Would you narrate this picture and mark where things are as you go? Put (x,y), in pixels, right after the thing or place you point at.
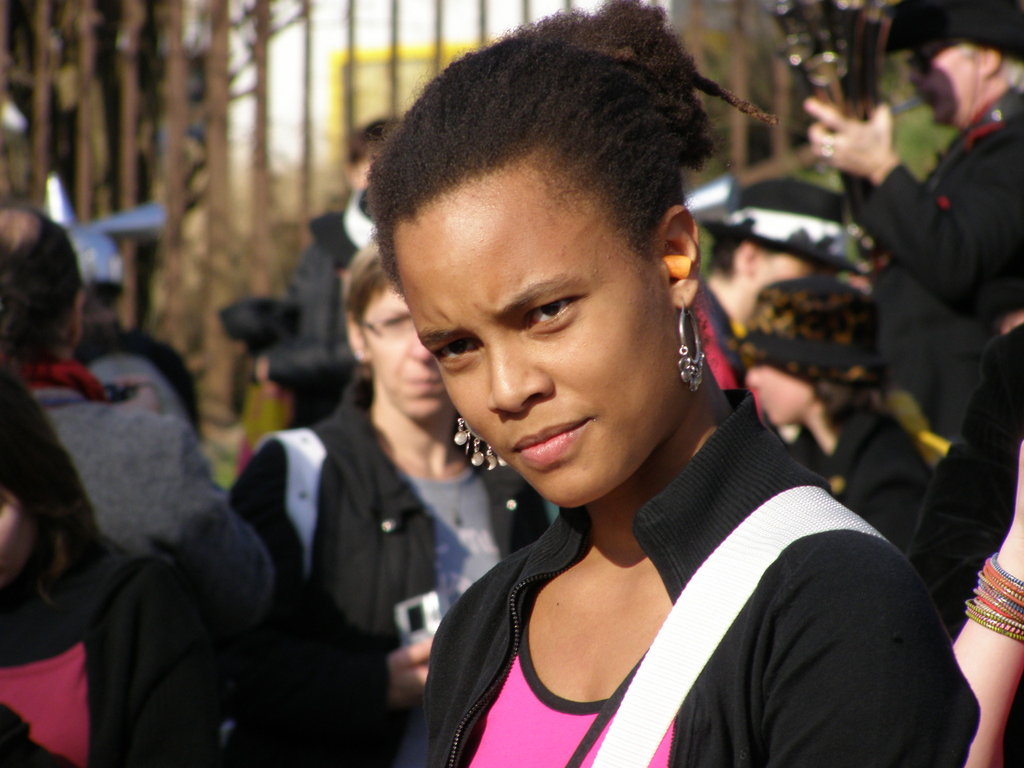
In this picture I can observe a woman (528,363) in the middle of the picture (516,302). In the background (442,463) I can observe some people (763,401).
